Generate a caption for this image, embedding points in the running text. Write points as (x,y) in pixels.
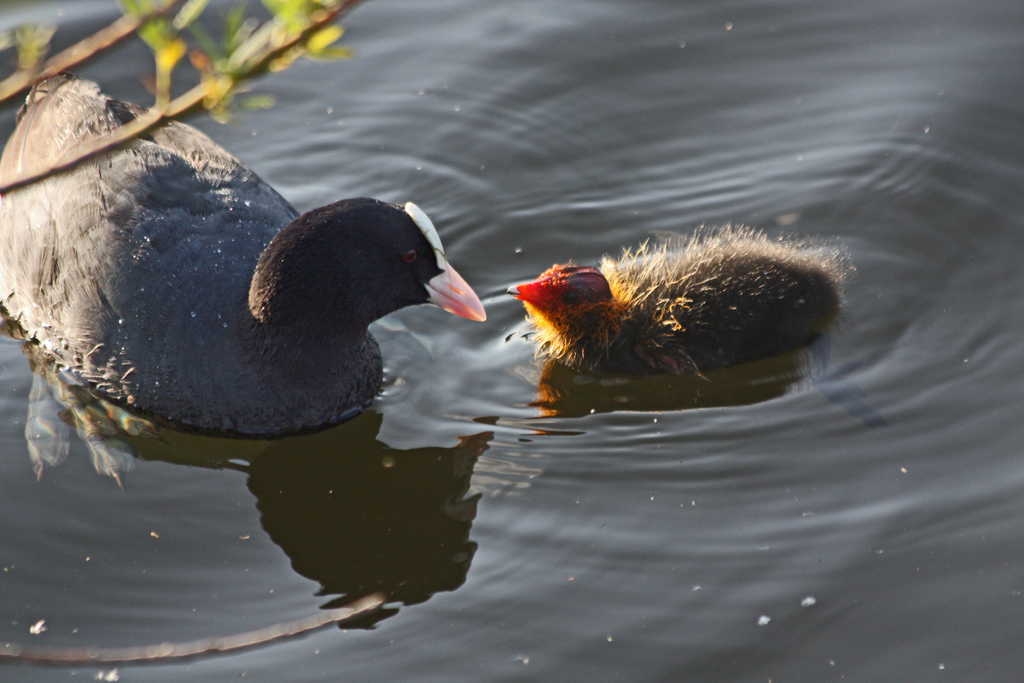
In this picture we can see there are two birds (285,425) in the water (427,36). At the top left corner of the image (63,60), there are branches (58,163) with leaves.
